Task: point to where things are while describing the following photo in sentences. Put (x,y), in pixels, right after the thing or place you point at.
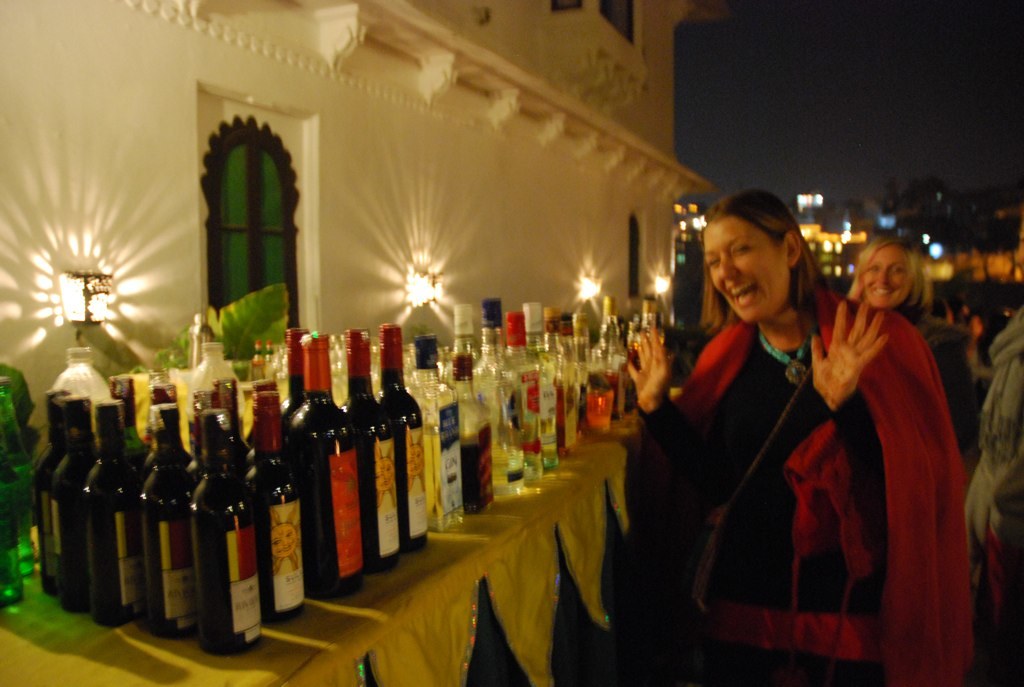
Two ladies (883,407) are standing to the right side (886,405) and smiling. And on the left (319,601) there is a table (418,586). On the table (418,586) there are many bottles (345,410). Also there is a wall (169,214) with window (263,184) and many lights (434,290) are kept on the wall (559,281).
